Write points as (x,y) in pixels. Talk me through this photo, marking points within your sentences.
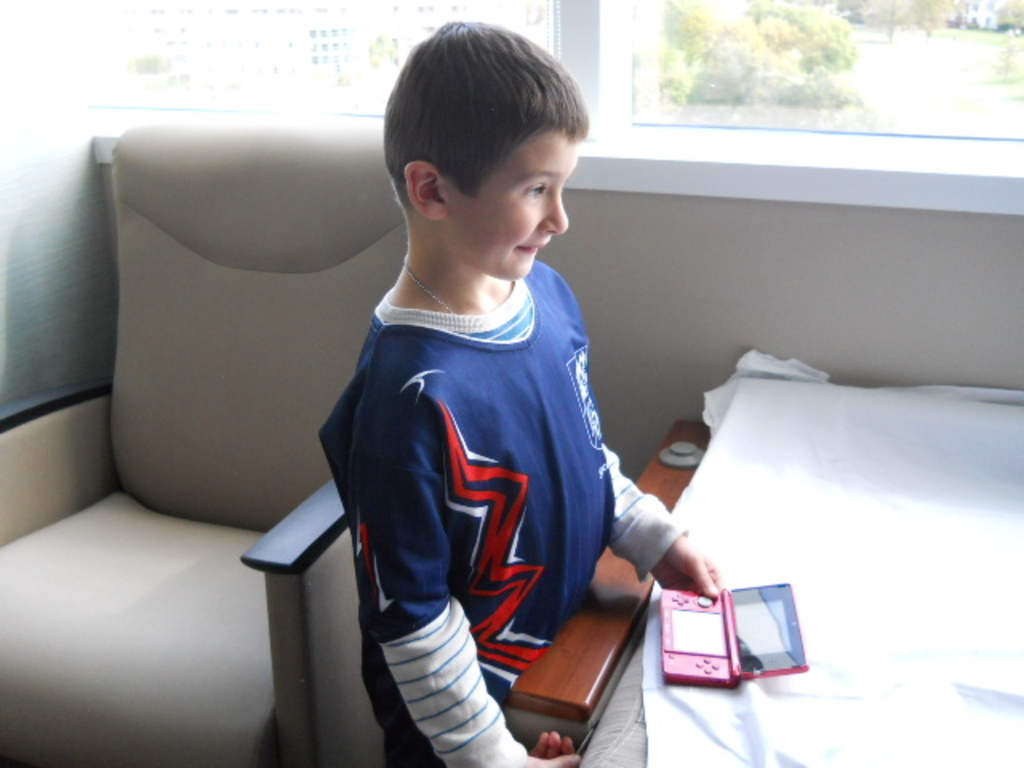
Here there is a boy (434,416) standing at the bed (626,611) and holding a video player game (711,619) in his hand (690,570) and behind him there is a chair (197,299). We can also see wall (682,223) and window (665,48). Through window glass door (826,65) we can see buildings (161,41) and trees (694,46).
